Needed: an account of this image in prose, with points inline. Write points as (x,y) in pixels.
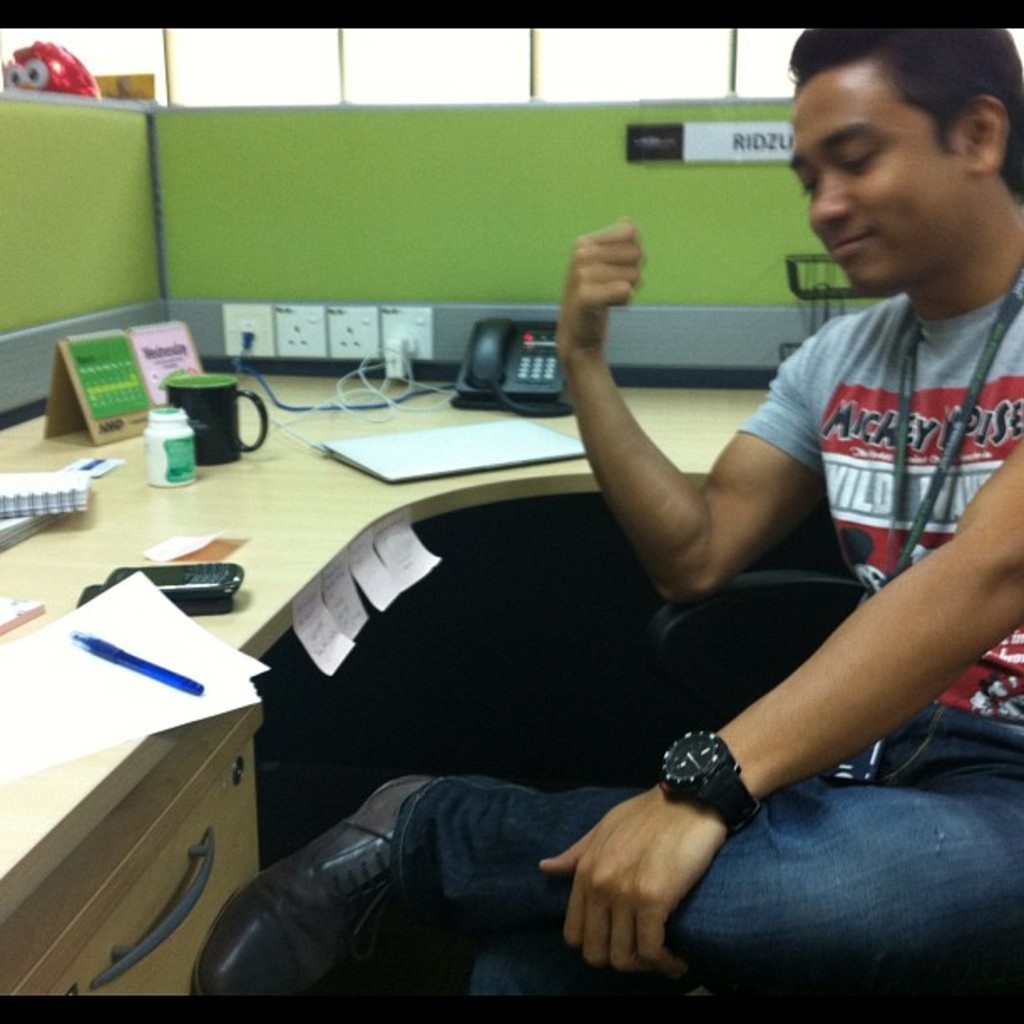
This picture shows a man (1010,930) sitting on the chair (959,980) and we see a mobile (215,588) and papers (143,595) and cup (217,406) and telephone (512,336) on the table (51,780).
